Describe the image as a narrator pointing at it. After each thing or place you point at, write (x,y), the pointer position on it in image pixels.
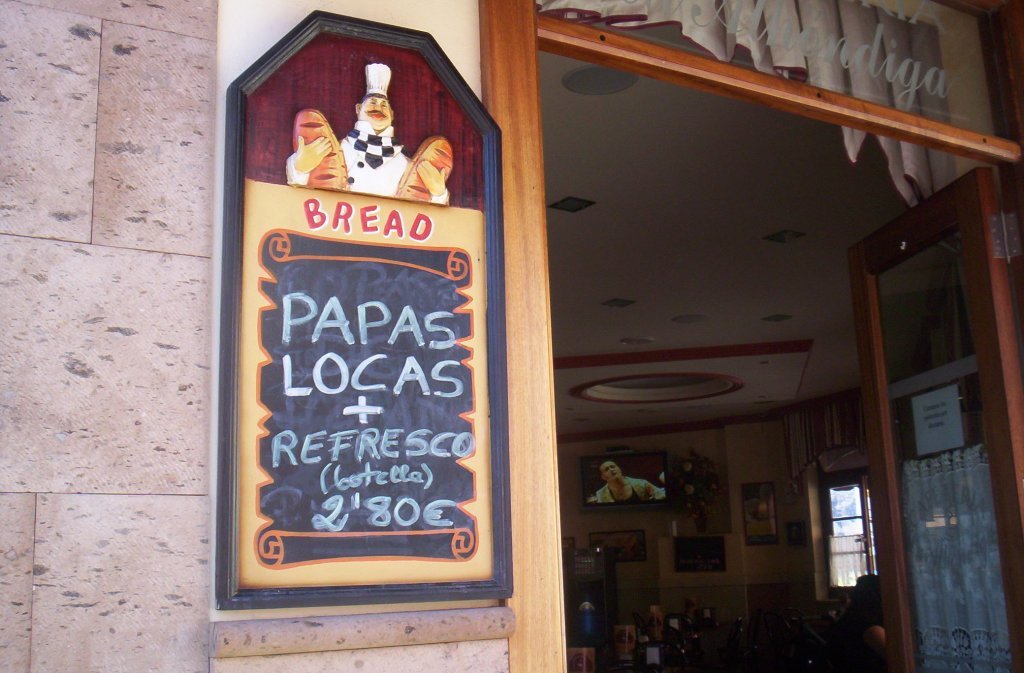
On the left side of the image (186,353) there is a wall (207,321) with a frame (252,320). On the frame (335,334), we can see some text (358,232) and one person (367,177) is holding some objects (321,119). In the background (701,435) there is a wall (765,461), window (826,511), monitor (661,487), door (901,413), one person (852,605), curtains (856,72) and a few other objects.
